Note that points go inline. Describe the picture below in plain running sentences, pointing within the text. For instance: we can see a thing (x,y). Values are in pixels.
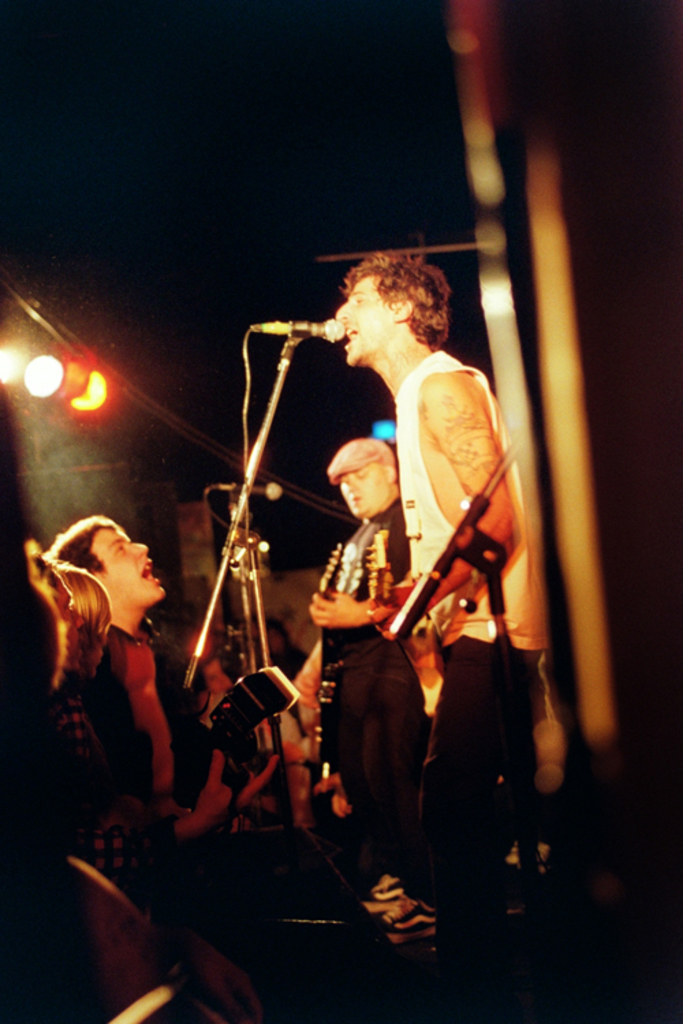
In this picture we can see man (440,808) standing holding guitar (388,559) in his hand (389,610) and playing and singing on a mic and we can see group of people (140,558) listening to his music and in the background (46,367) we can see light (34,368).
